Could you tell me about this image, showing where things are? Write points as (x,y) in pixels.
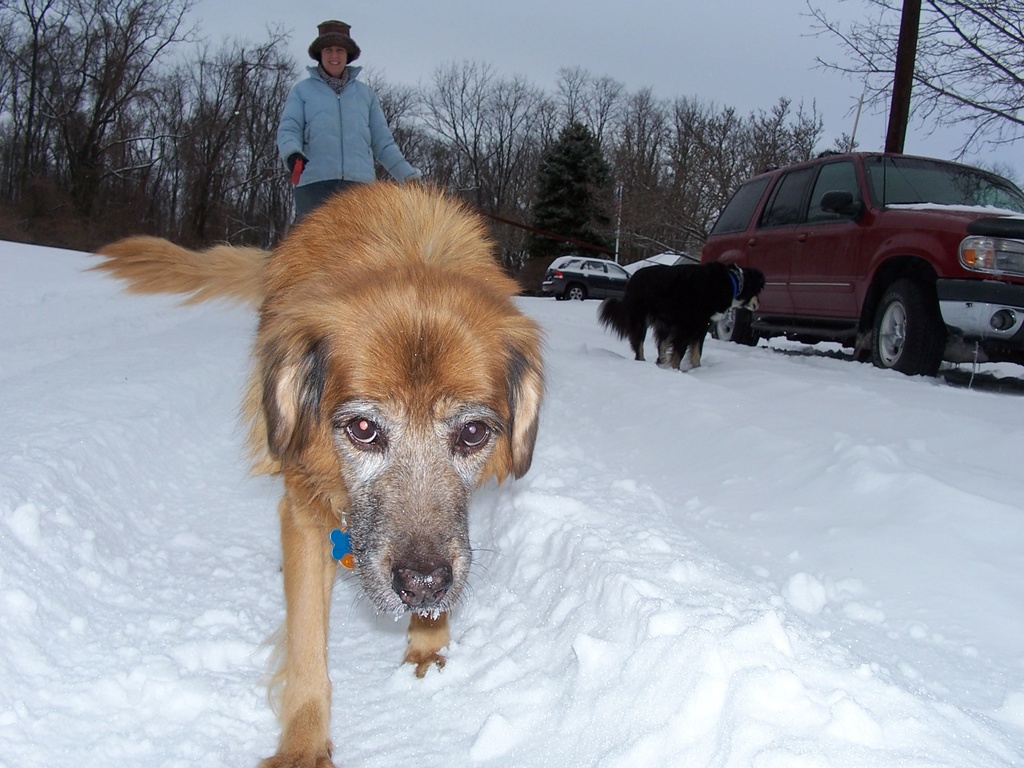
In the center of the image (358,341) there are dogs (531,336). At the bottom of the image (78,659) there is snow (148,637). In the background of the image (489,135) there are trees (391,117). There is a person (346,131). To the right side of the image (746,213) there are cars (716,248). At the top of the image (574,61) there is sky (500,62).
